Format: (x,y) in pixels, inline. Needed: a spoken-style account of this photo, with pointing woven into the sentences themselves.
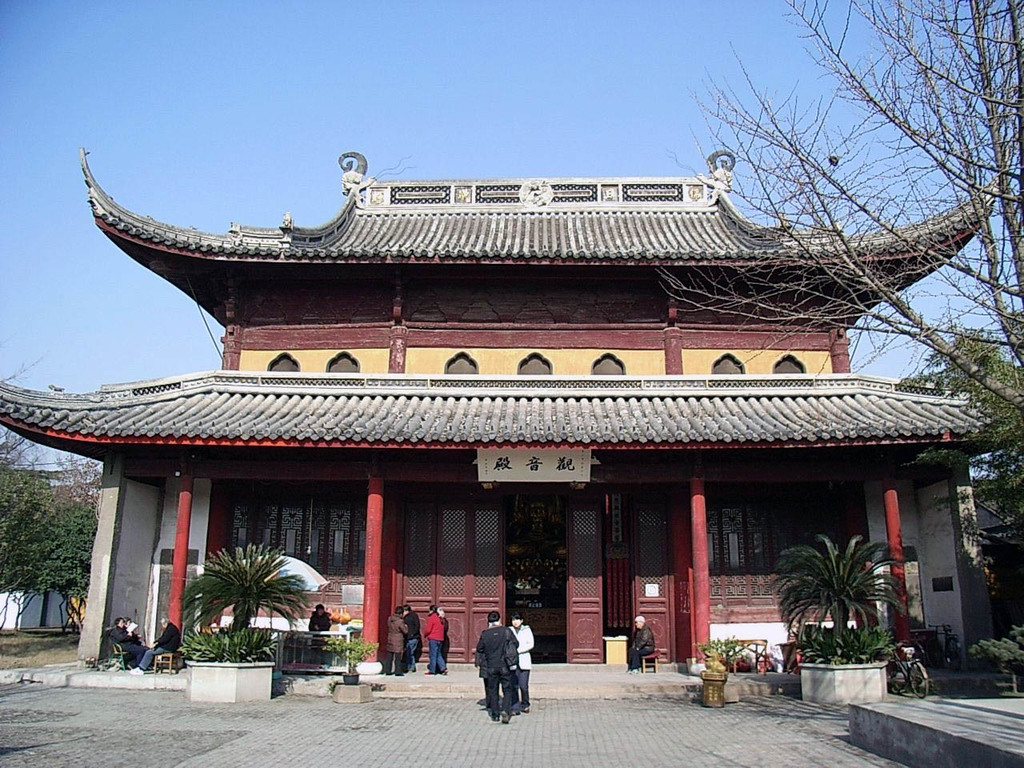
In this picture there is a yellow and red color Chinese roof tile house (490,416). In the front (491,694) we can see a group of people (520,686) standing and discussing something. On both the side there is a small tree plant (854,635). On the right side of the image (929,339) there is a huge dry tree (941,343).
